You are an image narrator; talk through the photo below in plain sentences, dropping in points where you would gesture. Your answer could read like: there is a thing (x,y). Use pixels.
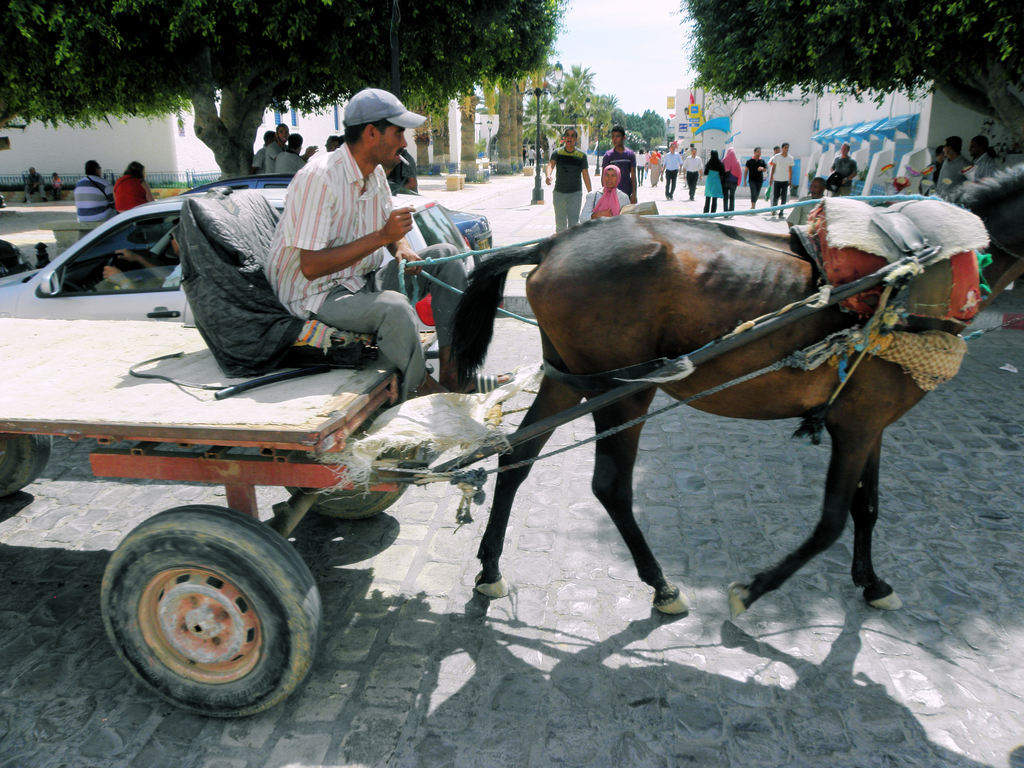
In the picture I can see a person (407,221) sitting on the cart (198,553) is riding the horse (631,404) on the road (545,550). Here I can see a few more cars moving on the road (520,226), I can see people (274,161) walking on the road (1,221), I can see a few people (268,146) sitting on the benches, I can see light poles (540,163), trees (285,78), buildings (867,166) and the sky (653,99) in the background (615,114).
